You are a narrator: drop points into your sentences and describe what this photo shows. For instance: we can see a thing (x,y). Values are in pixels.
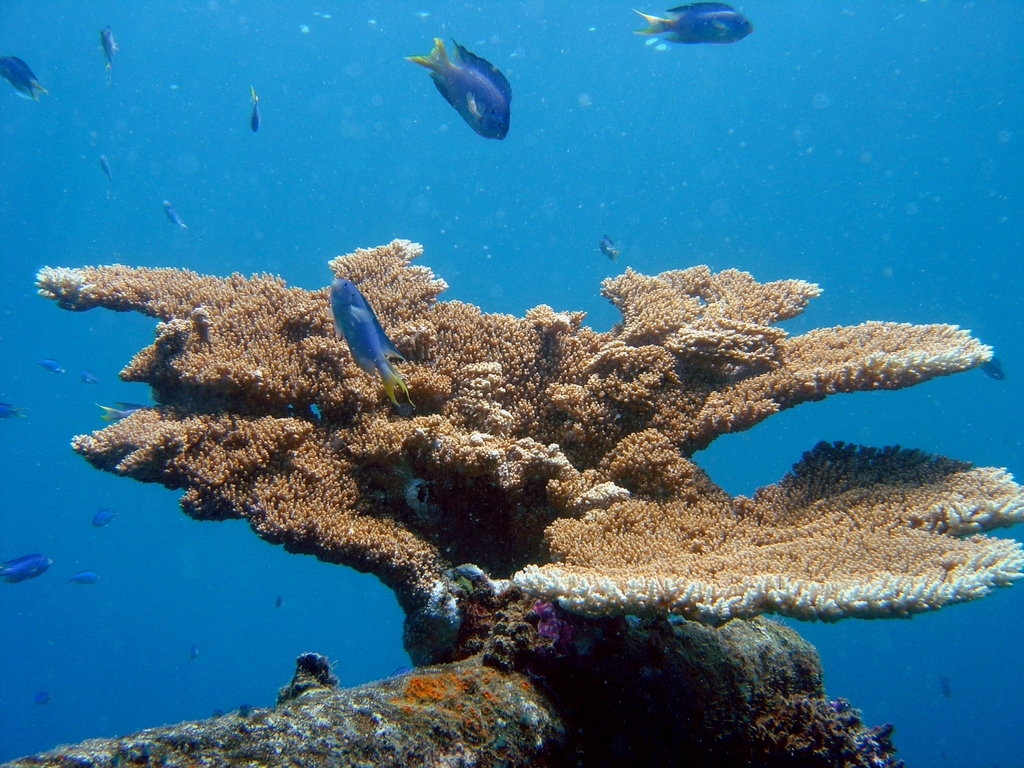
Here we can see under water environment, in this picture we can find fishes (344,282), and it is looks like a plant (460,391).
